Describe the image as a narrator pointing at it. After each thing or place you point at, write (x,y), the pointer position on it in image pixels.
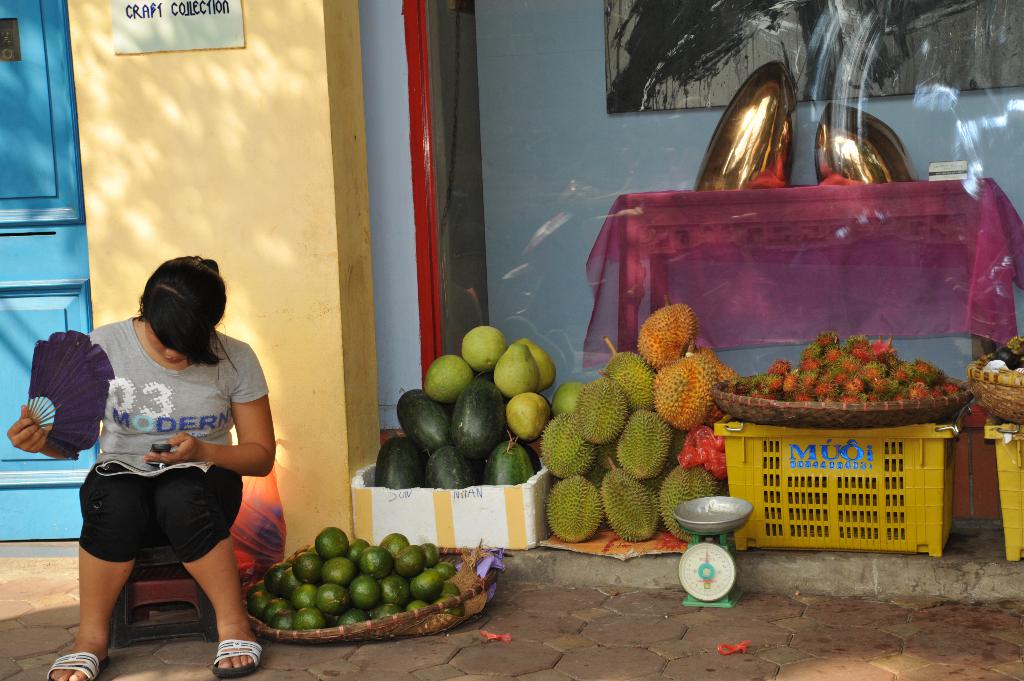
In this image, we can see some fruits (655,378). There is a basket (865,497) and weighing scale (718,559) in the bottom right of the image (708,605). There is a person (199,470) in the bottom left of the image (199,470) holding a hand fan (63,384) and sitting on the stool (149,574) in front of the wall (277,269). There is a door (87,274) on the left side of the image (31,280).
